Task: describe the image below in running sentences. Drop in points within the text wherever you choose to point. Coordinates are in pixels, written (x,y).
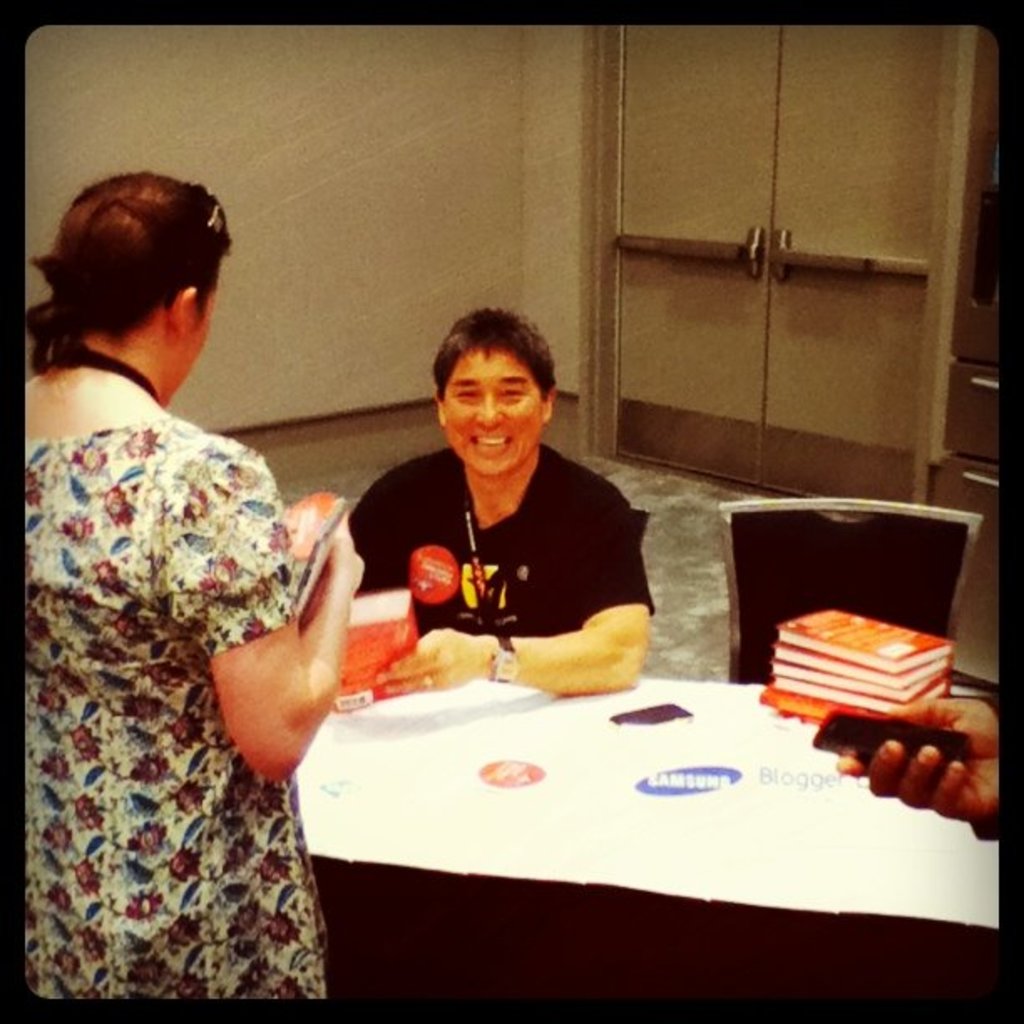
In this image I can see three people (322,653). I can see one person (499,650) sitting in-front of the table (483,796). On the table (433,737) I can see the books (770,698) and few objects (527,771). To the side I can see the one more chair (870,603) and the person (841,760) holding the black color object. In the background (459,212) I can see the wall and the door (719,204).
